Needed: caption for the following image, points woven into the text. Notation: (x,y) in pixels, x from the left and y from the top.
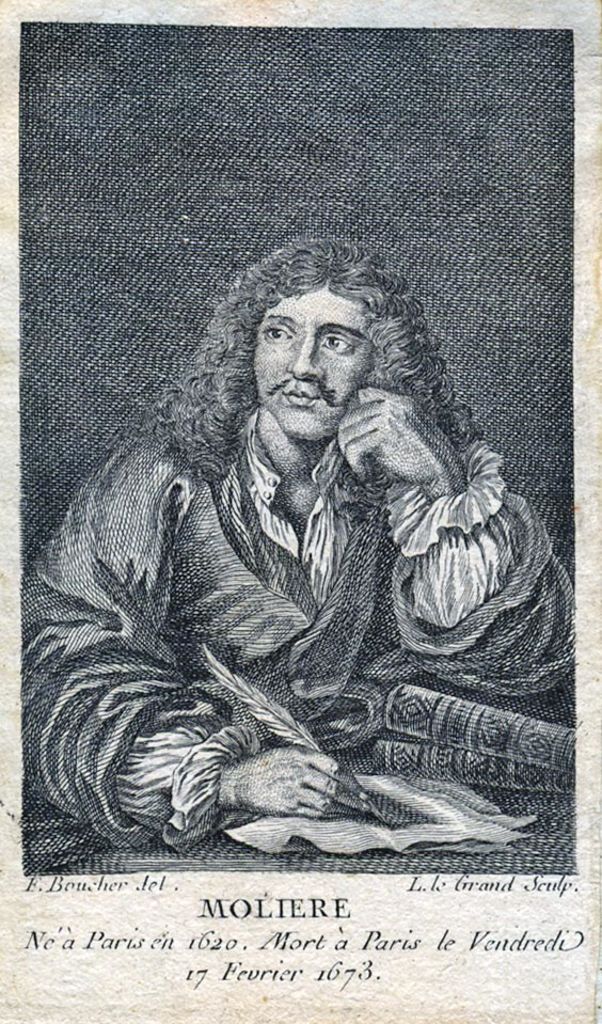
This is a black and white picture, there is a image of a man (316,730) sitting and writing on a paper (453,812) with quill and text (234,945) below it.
